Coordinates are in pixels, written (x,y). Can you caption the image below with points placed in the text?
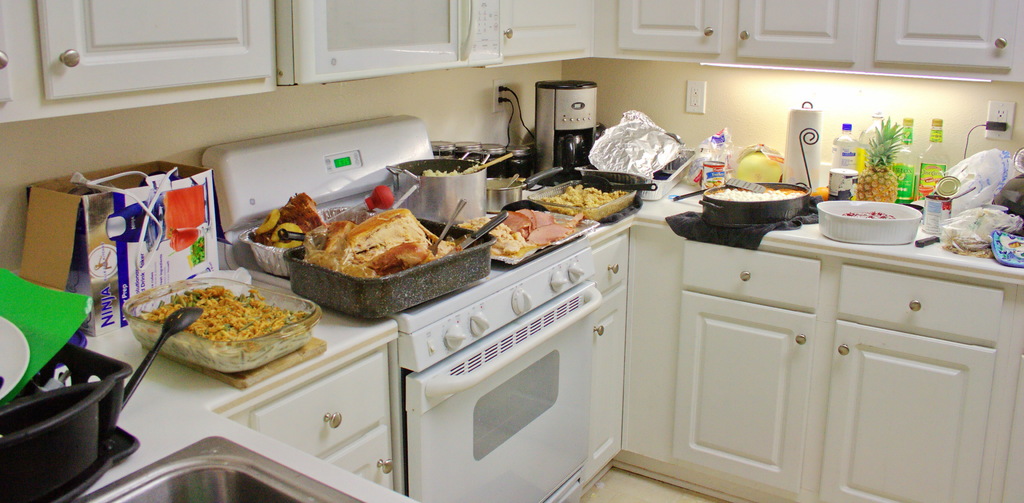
In this image I can see trays (428,270) with food (427,231). These are on the stove (460,301). To the side of the stove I can see the countertop (138,415). I can see the many bowls (743,210) with food (749,195), an electronic device (551,142), cardboard box (84,178), bottle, plastic covers (955,212), tins (855,193) and many objects (70,440). To the left (95,491) I can see the sink (124,497). I can see the cupboards (180,41) at the top (165,12).
